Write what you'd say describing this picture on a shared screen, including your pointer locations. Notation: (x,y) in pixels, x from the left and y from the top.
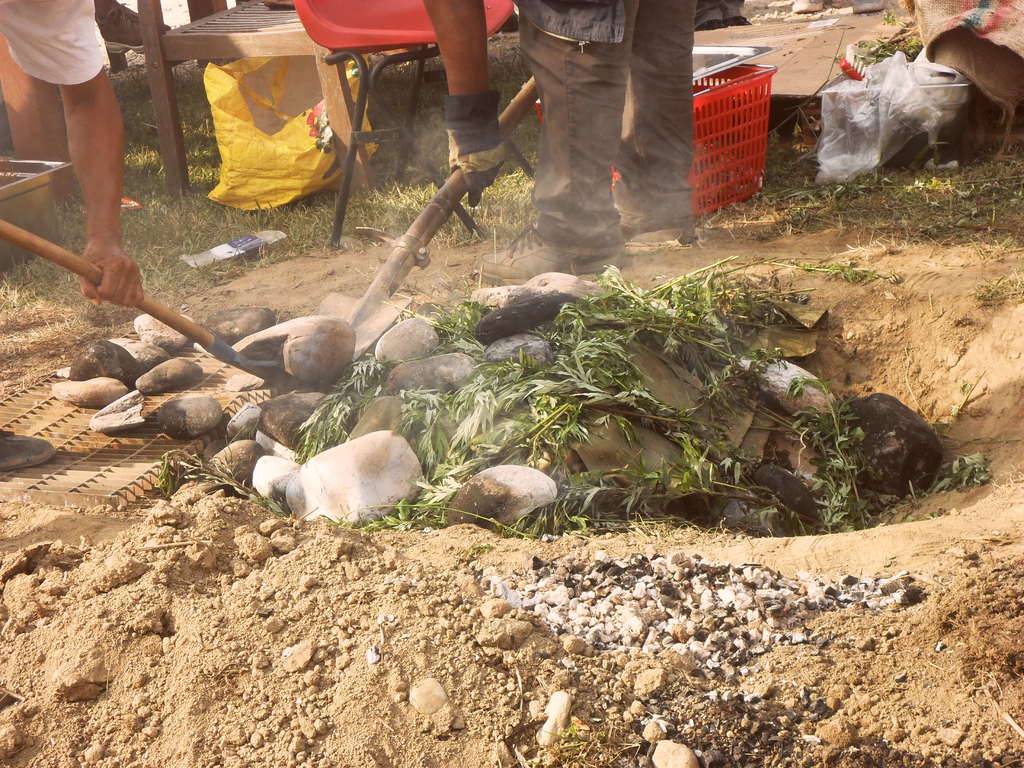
In this picture we can see two persons (545,217), they are holding tools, in front of them we can see few rocks (392,366), beside them we can find chairs (344,97), plastic covers (306,122), bowl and a basket (702,96).
